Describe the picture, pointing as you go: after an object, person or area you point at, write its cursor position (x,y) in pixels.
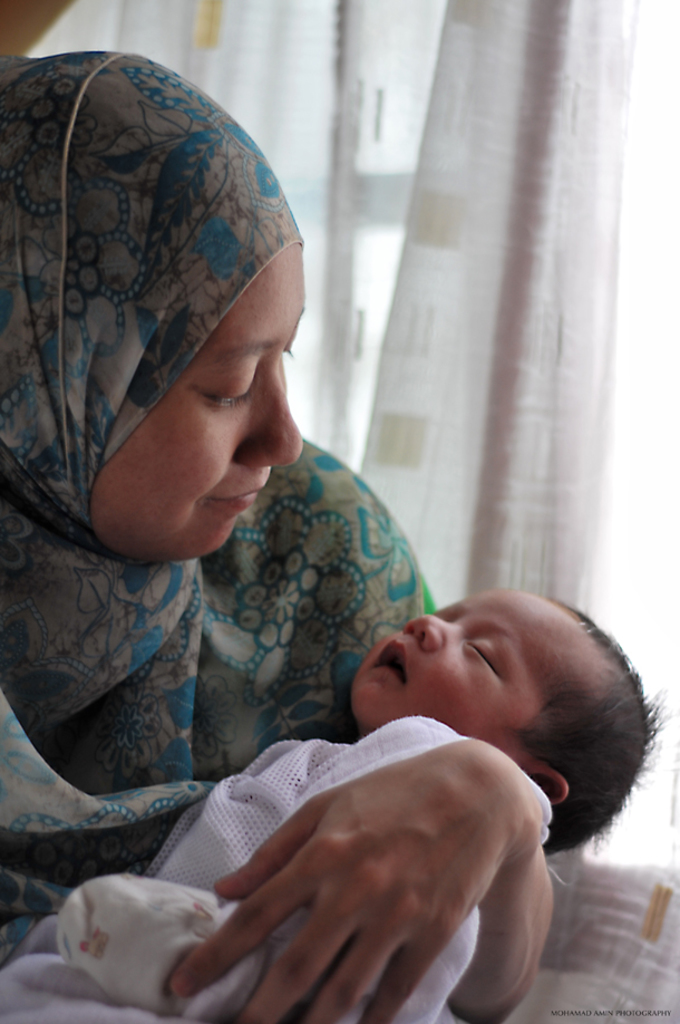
In the image a woman (55,301) is holding a baby (133,942). Behind her there is a curtain (591,282).
